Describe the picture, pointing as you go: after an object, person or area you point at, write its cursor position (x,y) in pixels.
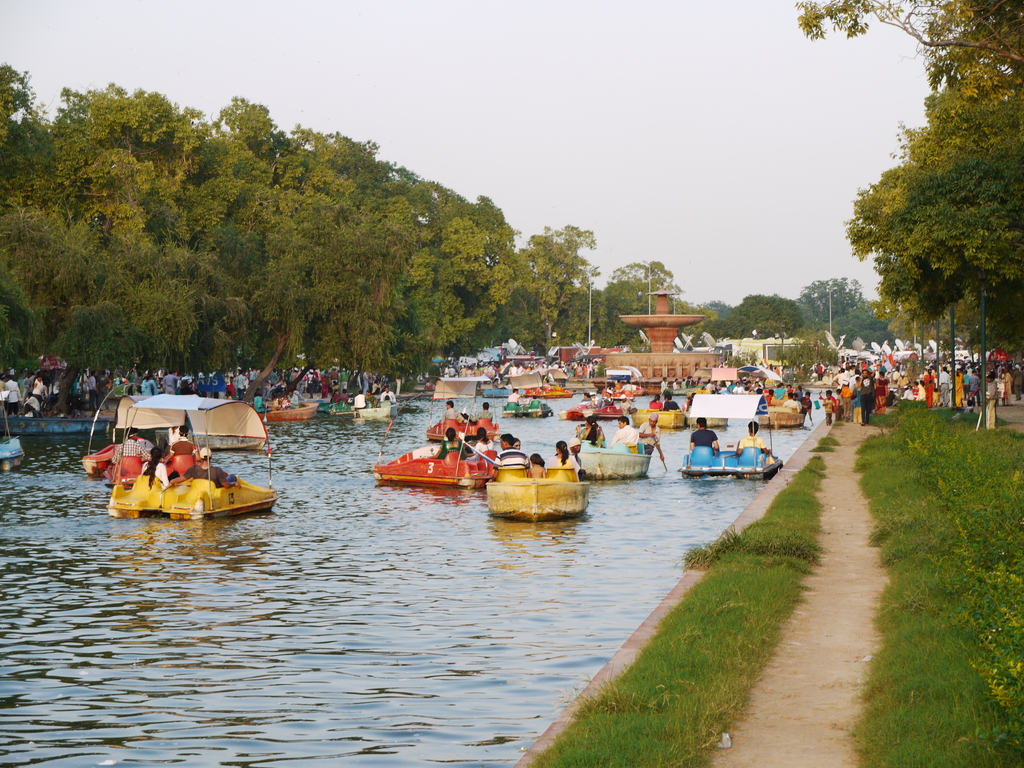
In this image, we can see water (6,714), there are some boats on the water (399,539), we can see some people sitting in the boats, there are some green trees (42,301), at the top (865,68) there is a sky (419,40).
